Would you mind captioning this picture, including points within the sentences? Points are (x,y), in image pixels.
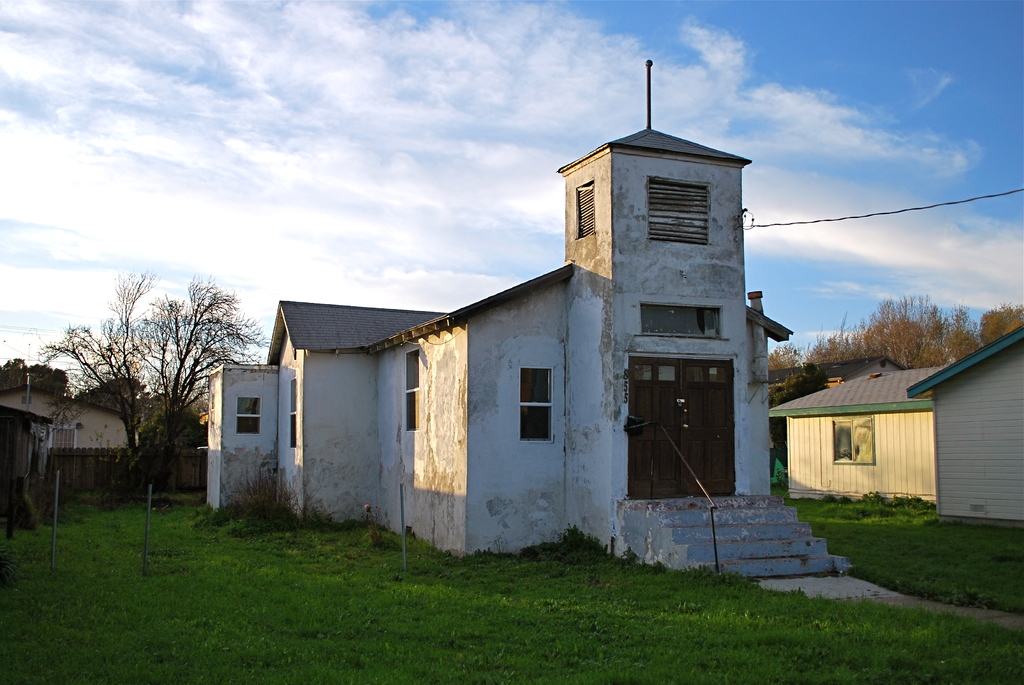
In this picture we can see the grass (365,652), poles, fence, buildings (983,371) with windows (410,406), doors (641,375), steps (723,519) and in the background (127,376) we can see trees (139,373) and the sky (489,183) with clouds (469,190).
